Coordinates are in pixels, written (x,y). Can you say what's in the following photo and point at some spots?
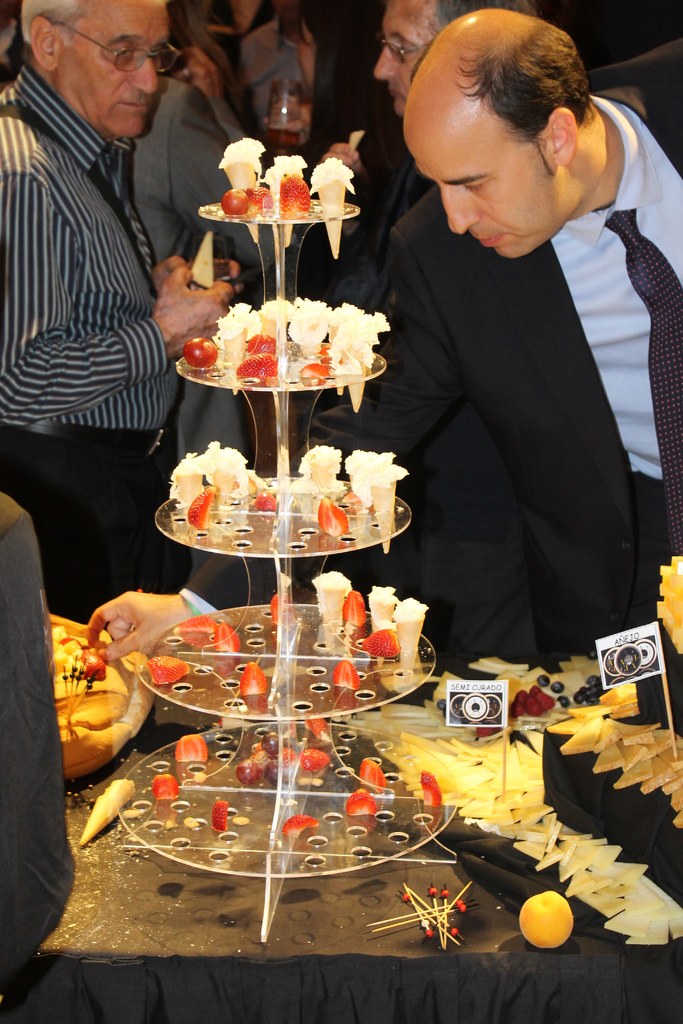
In this image, we can see a glass stand (312,737) with edible things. Here there is a cloth (296,961). So many things (642,944) and items (642,944) are placed on it. Right side of the image (583,388), a man (576,287) is picking an item (86,673). Here we can see few people (28,421) are standing and holding some objects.
